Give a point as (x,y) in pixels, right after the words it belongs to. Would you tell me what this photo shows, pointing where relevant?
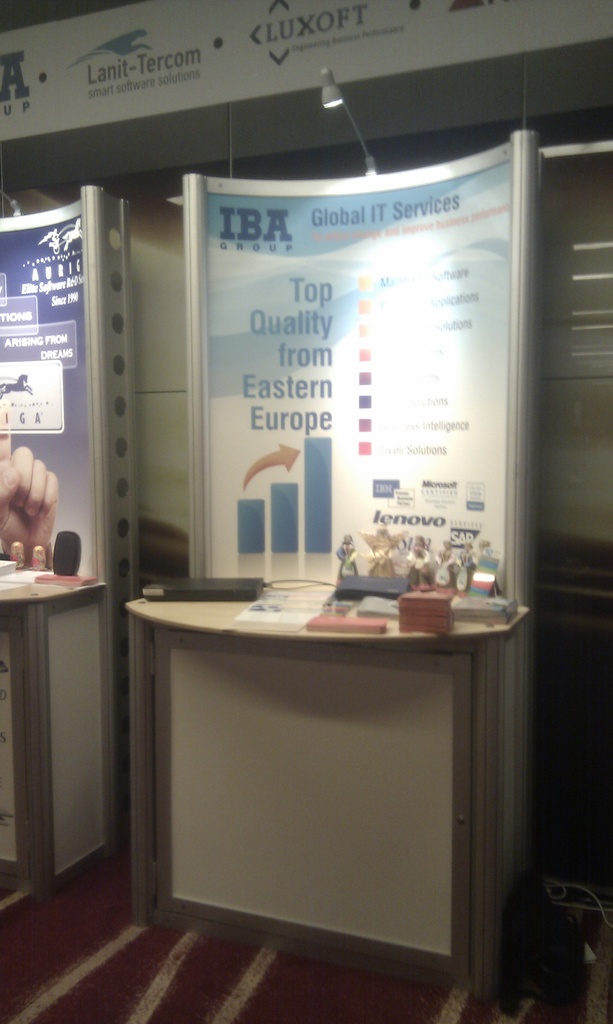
In this image I can see tables (248,648) which has some objects (56,556). Here I can see boards (310,301). Here I can see something written on the boards (319,242). I can also see light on the board (444,298).
